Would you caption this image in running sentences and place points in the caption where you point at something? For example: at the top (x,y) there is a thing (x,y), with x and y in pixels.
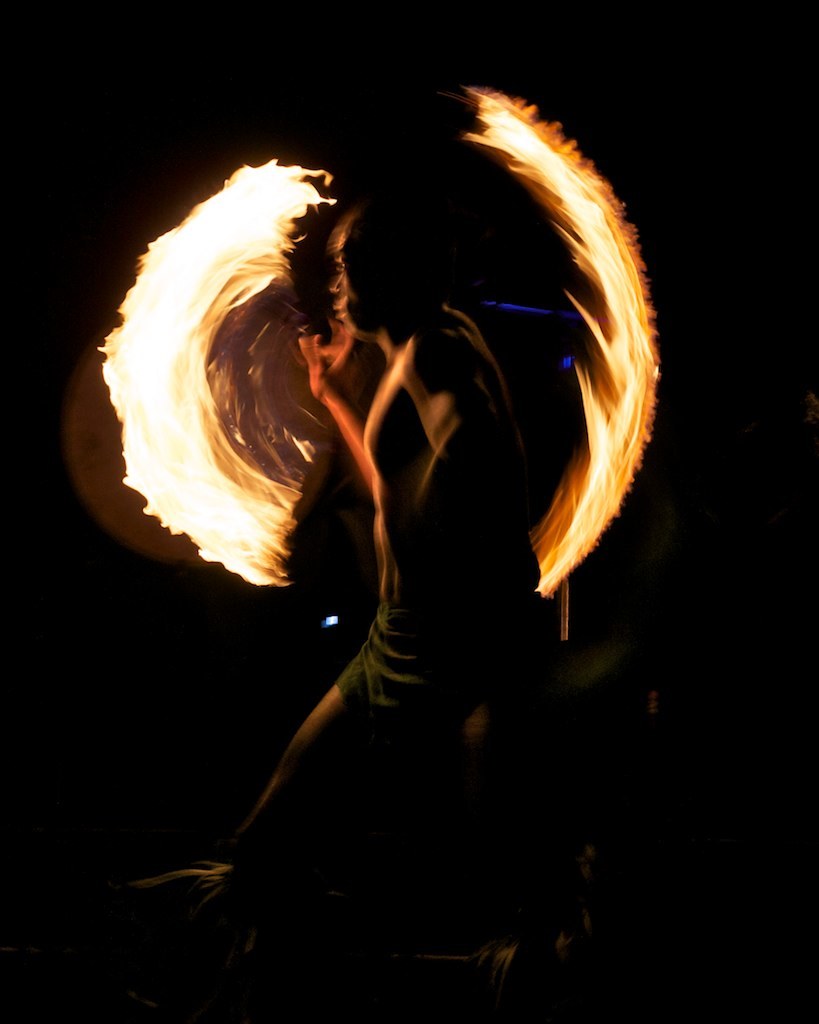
In the foreground of this picture (399,300) we can see a person (280,821) seems to be walking. The background of the image is very dark and we can see the fire (214,279) in the background (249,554).
